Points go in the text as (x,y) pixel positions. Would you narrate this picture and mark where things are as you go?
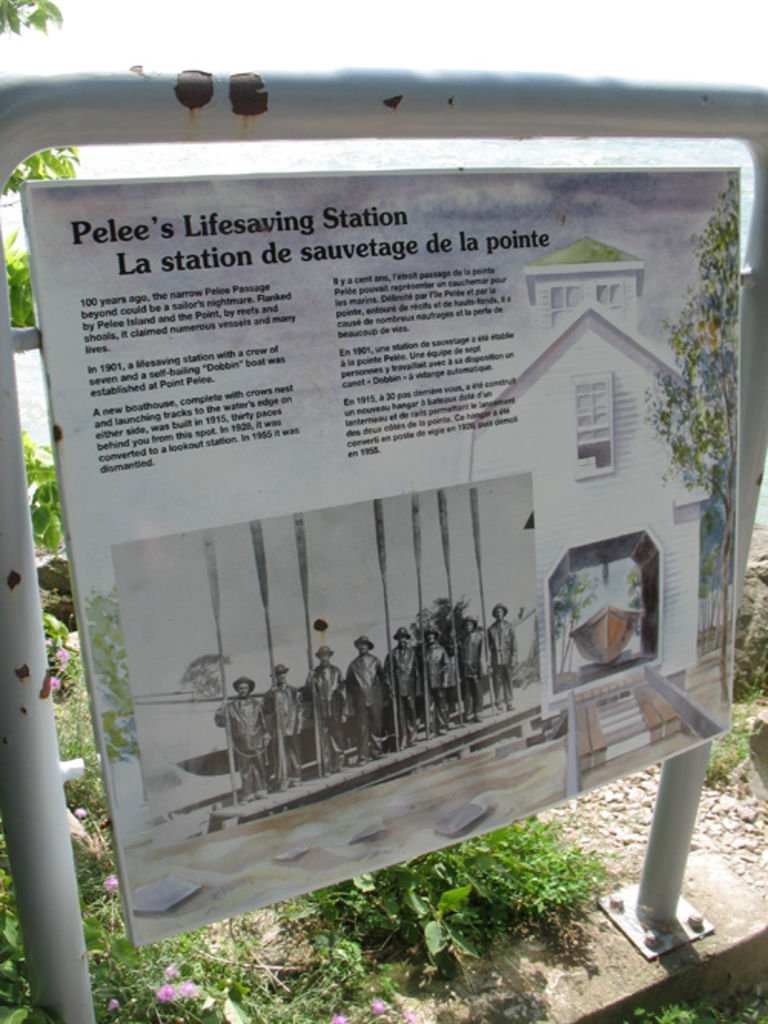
In this image, we can see a board (123,442) attached to a pole (10,365) and in the background (175,937), we can see some plants (376,933).
